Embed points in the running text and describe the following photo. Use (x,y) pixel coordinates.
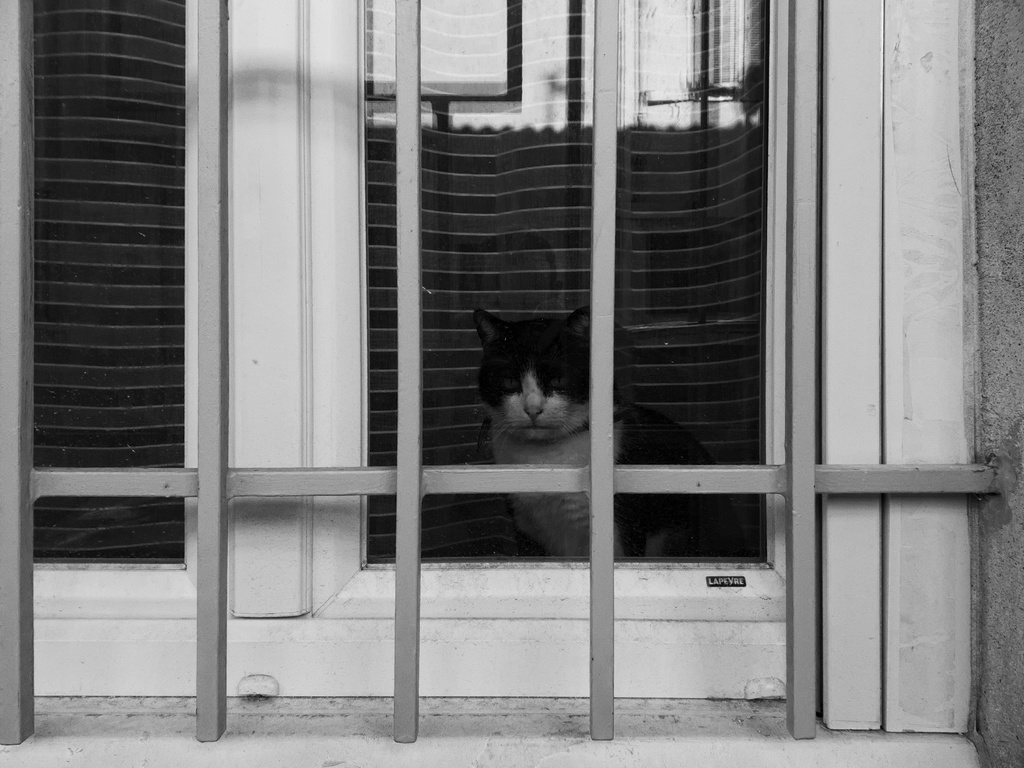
In this black and white image, we can see a cat (547,407) in front of the window (325,334).
